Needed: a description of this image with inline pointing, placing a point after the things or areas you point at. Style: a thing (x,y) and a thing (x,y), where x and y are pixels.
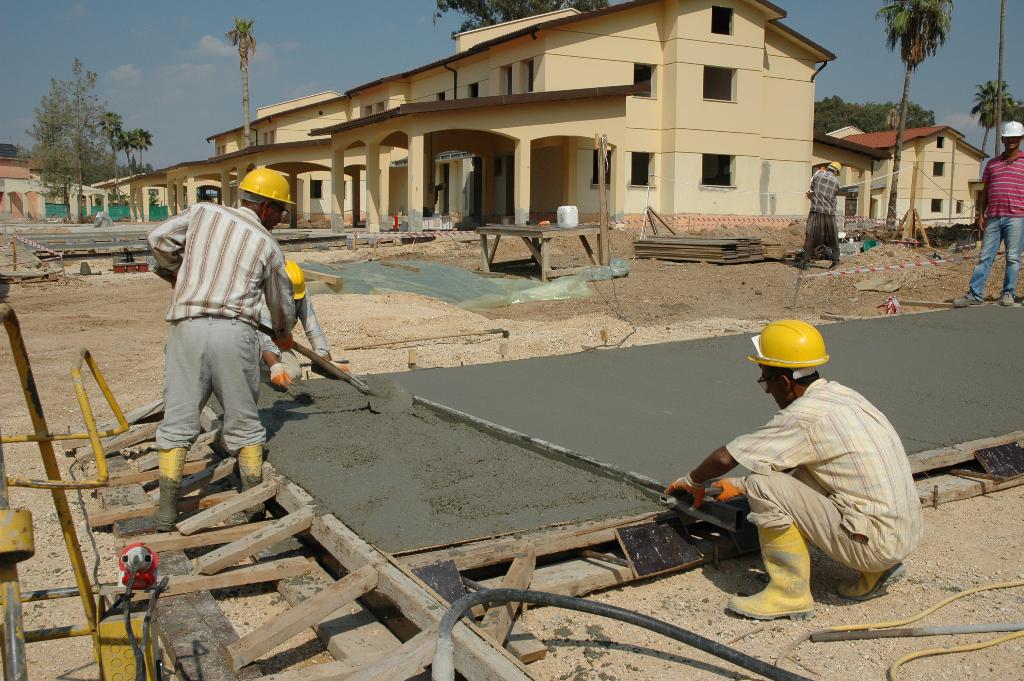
Here we can see few persons (807,246) are doing construction work. There is a table (544,257) and wooden sticks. In the background (399,148) we can see houses (685,139), trees (71,113), and sky (912,101).
